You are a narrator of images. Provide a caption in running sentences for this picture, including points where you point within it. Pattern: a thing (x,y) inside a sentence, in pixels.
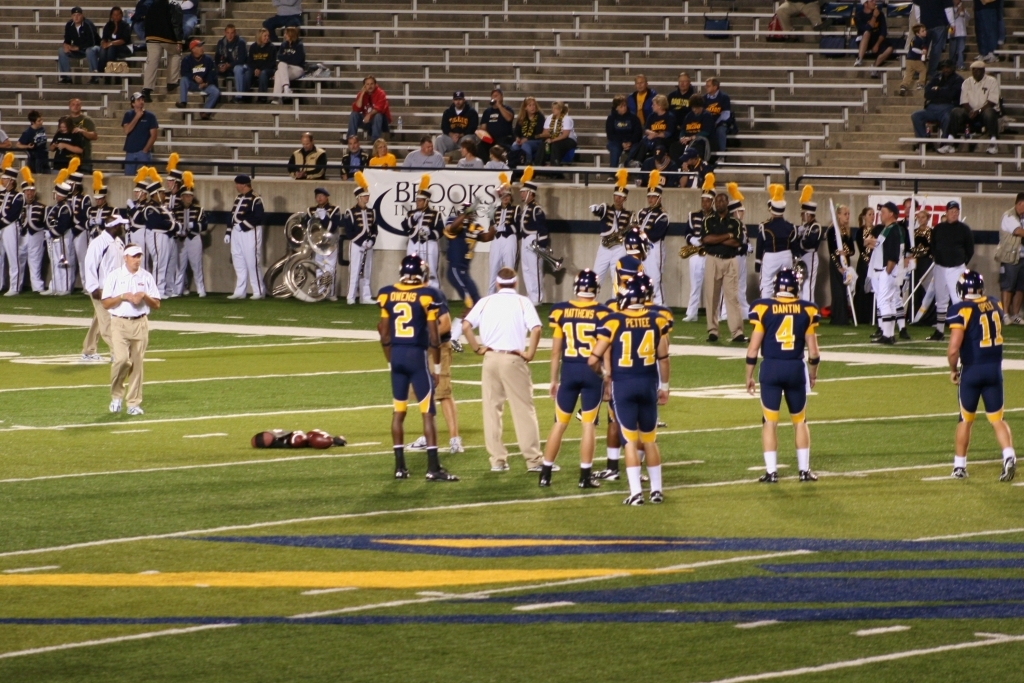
In the image there are few players (549,435) and coaches (134,270) were standing on the ground (257,522) and in front of them, a group of men (88,206) were standing in front of a wall (986,220) by wearing similar costumes (507,239) and behind the wall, the crowd (567,112) is sitting on the benches (410,118) and few among them were standing.
